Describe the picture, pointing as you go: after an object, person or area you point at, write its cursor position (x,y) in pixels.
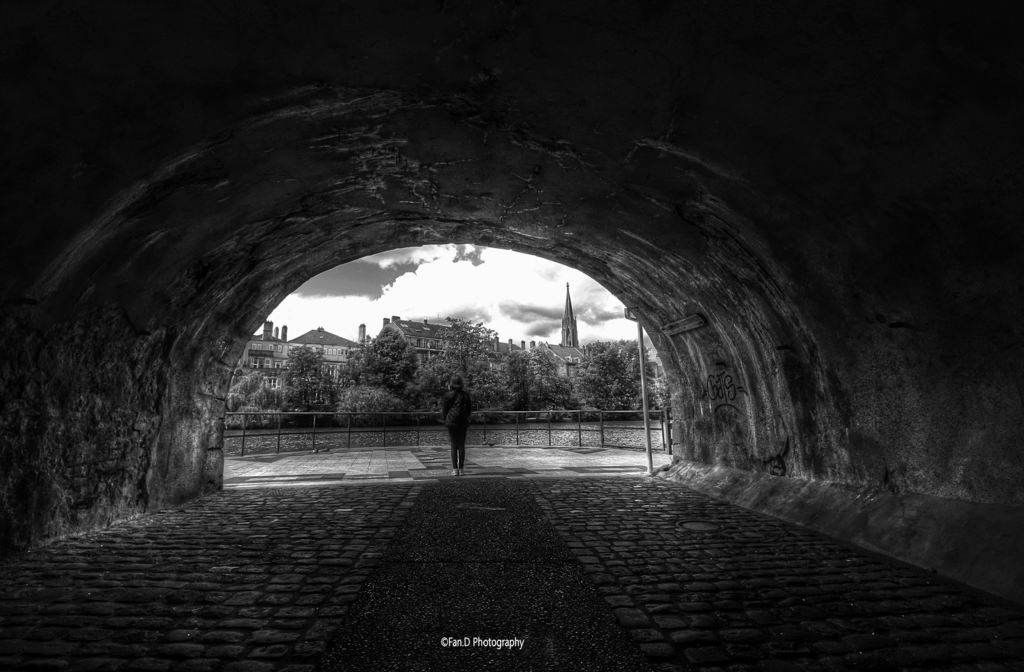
In this image there is a person (457,434) standing. In front of the person (464,410) there is the railing (247,412). Behind the railing (314,428) there is the water (321,440). In the background (306,334) there are buildings (438,335) and trees (446,367). Above the buildings (511,340) there is the sky (396,291). In the foreground (148,221) there is a tunnel (824,399). At the bottom (498,643) there is the text (467,647) on the image.
